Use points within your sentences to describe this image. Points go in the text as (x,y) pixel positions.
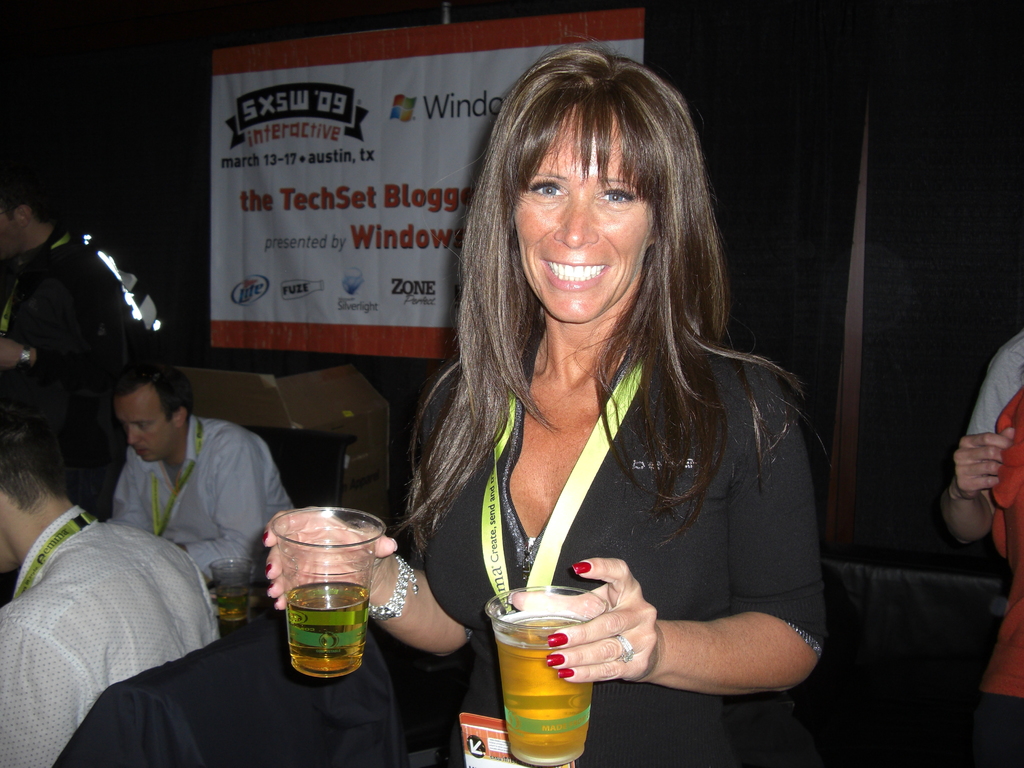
In the center (525,483) we can see one woman (579,462) standing and she is smiling and she is holding two glasses (530,716). In the background (807,289) there is a banner (366,153), wall (951,174) and few persons (12,518) were sitting and standing around the table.
